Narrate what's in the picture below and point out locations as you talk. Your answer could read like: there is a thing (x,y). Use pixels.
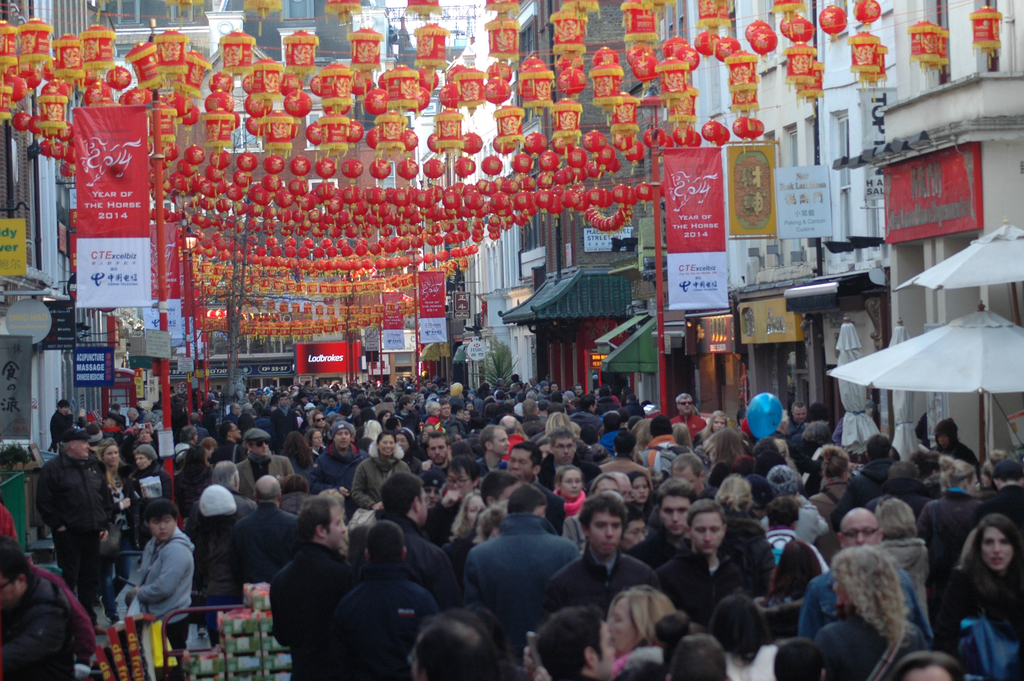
In this image we can see many people (321,596) are standing and at the bottom (156,662) there are objects (156,649) on a stand (165,663). In the background (301,292) we can see buildings (20,283), hoardings (91,286), windows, objects (406,154) tied to the ropes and hanging in the air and name boards (67,338) on the walls (715,93).
